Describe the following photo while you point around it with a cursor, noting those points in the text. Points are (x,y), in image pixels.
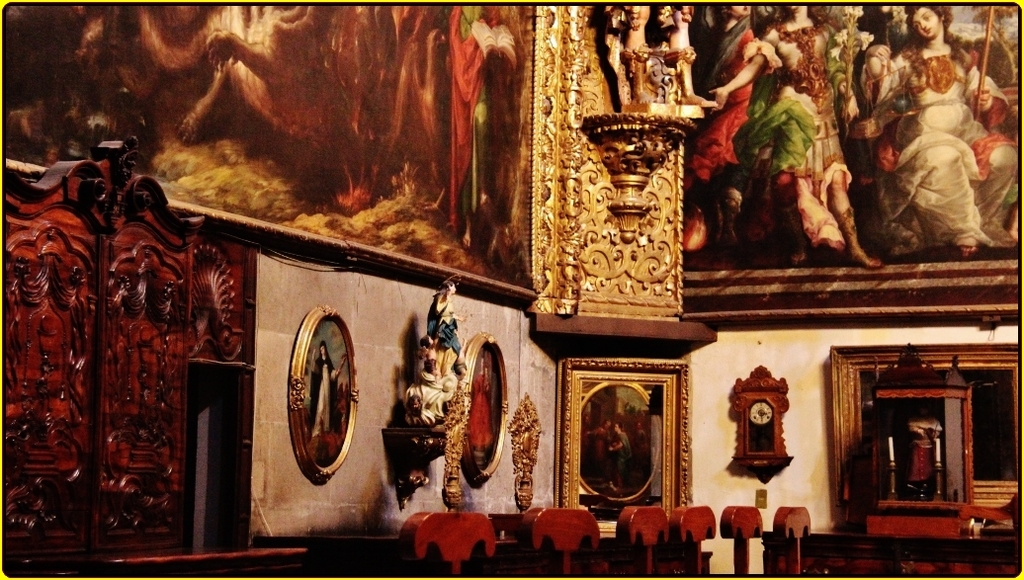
In the picture we can see a wall (830,398) with paintings (726,145), sculptures (922,475) with wooden frame (969,398) and besides it we can see some wooden sculptures (949,450).
